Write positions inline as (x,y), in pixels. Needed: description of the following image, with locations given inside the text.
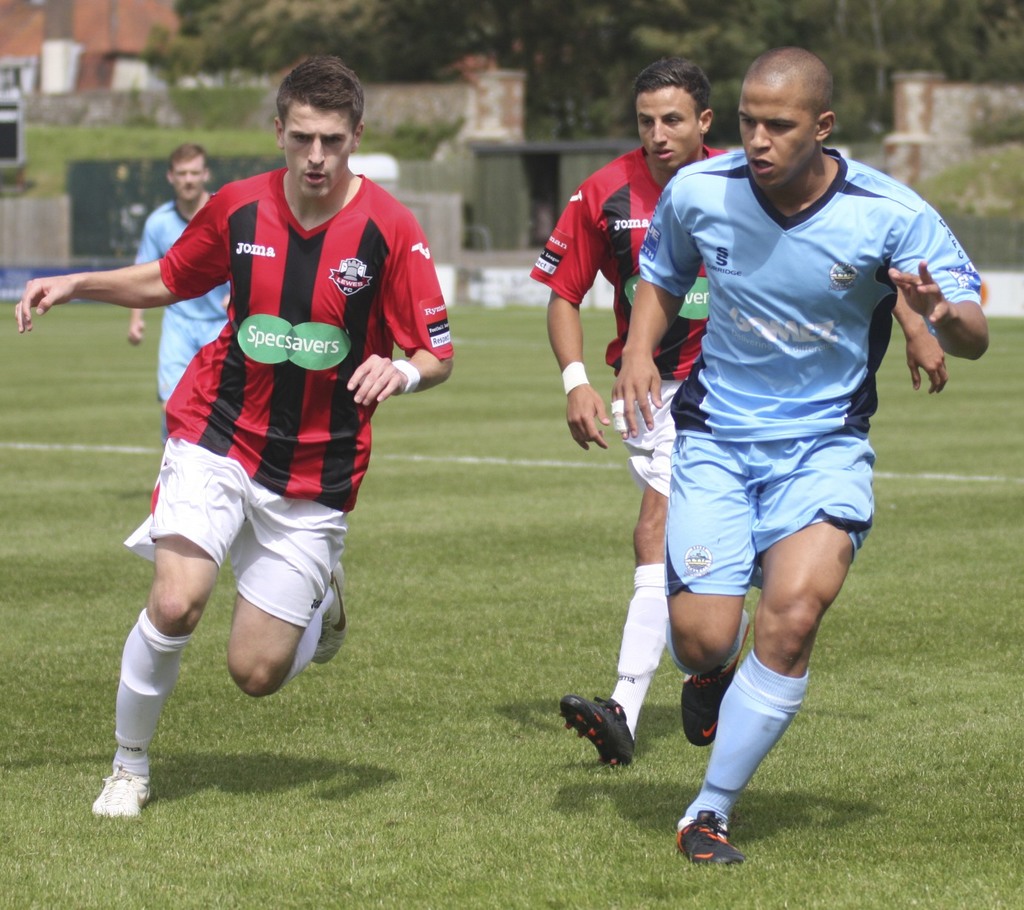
On the left side (323,350) a man (303,348) is running, he wore red color t-shirt (316,320). On the right side (869,224) another man (869,224) is running, he wore blue color dress (818,426). This is the ground (457,572) with grass (510,539), in the middle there are trees (201,32).
